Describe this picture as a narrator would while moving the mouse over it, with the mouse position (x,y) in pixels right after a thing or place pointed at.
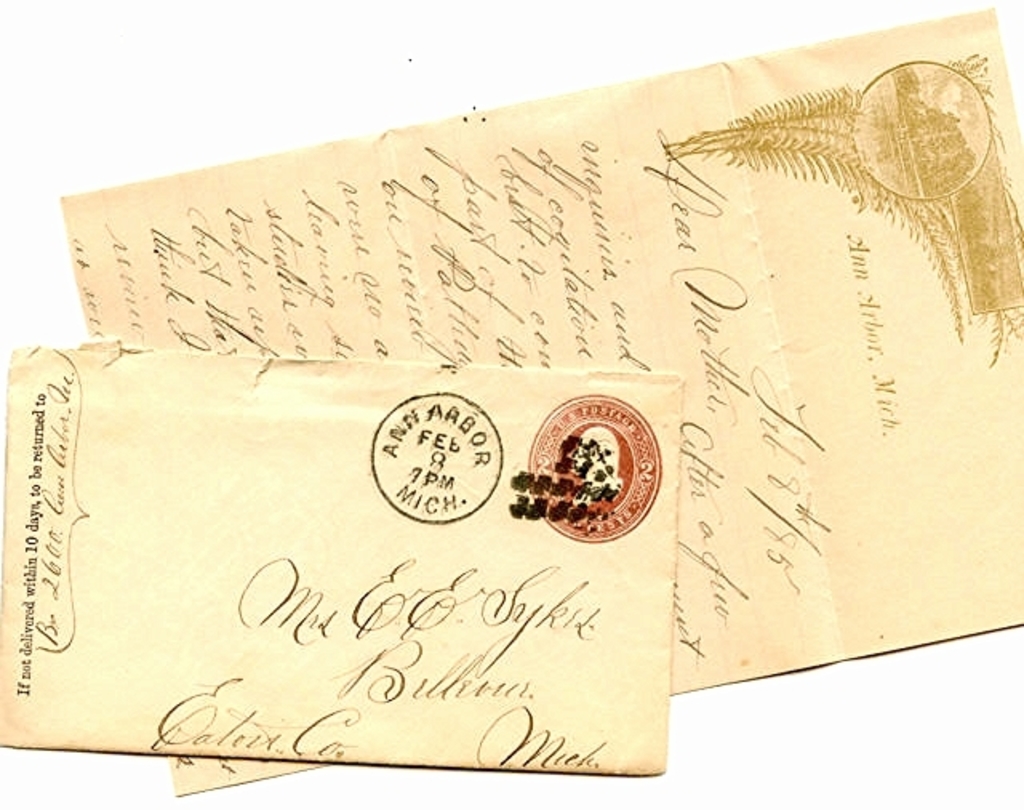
this picture is consists of two letters (578,258).
